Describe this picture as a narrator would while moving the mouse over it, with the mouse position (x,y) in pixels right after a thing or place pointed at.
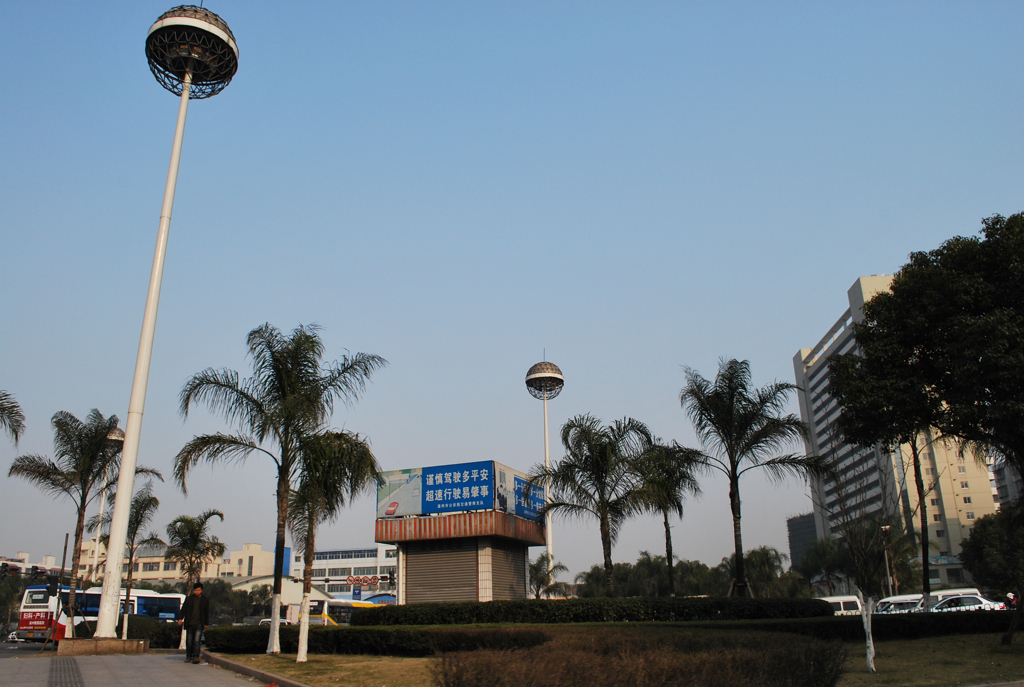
In this picture we can see a person (195,651) walking on a footpath (191,667), trees (314,479), buildings (959,496), shutters (475,584), banners (460,505), vehicles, poles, plants (427,611) and in the background (790,116) we can see the sky (599,263).
